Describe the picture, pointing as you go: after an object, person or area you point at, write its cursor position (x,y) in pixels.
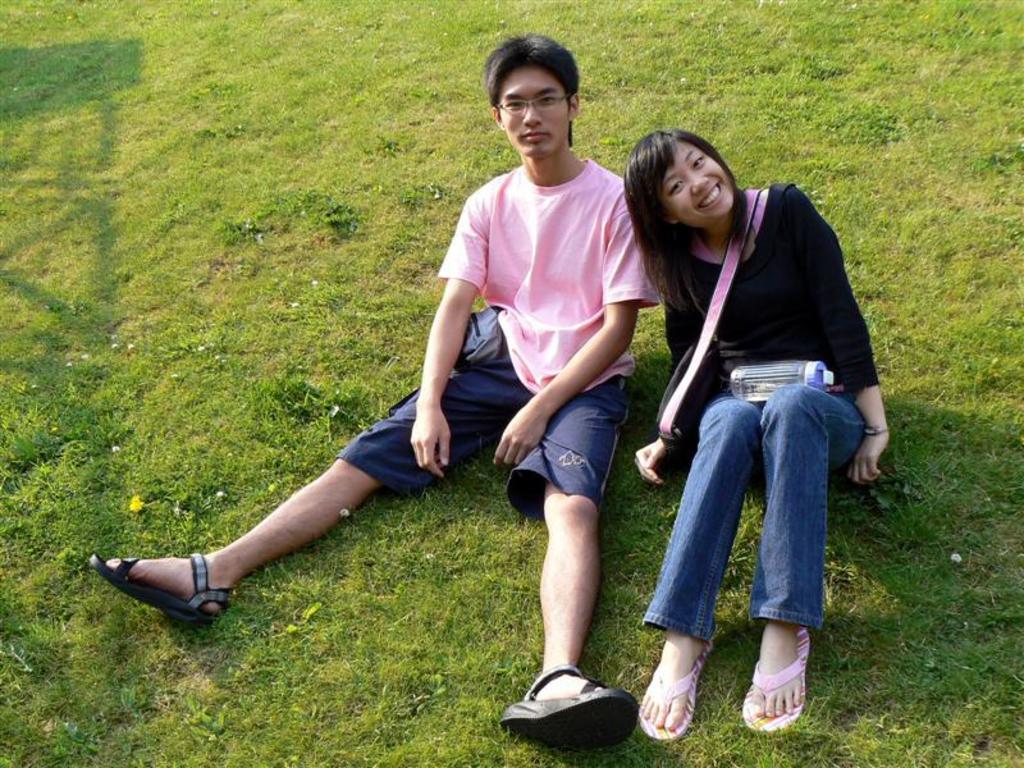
In this image there is a man (516,208) and a girl (712,471) sitting on the grass (751,577). There is a bottle (750,375) and a bag (676,416).
